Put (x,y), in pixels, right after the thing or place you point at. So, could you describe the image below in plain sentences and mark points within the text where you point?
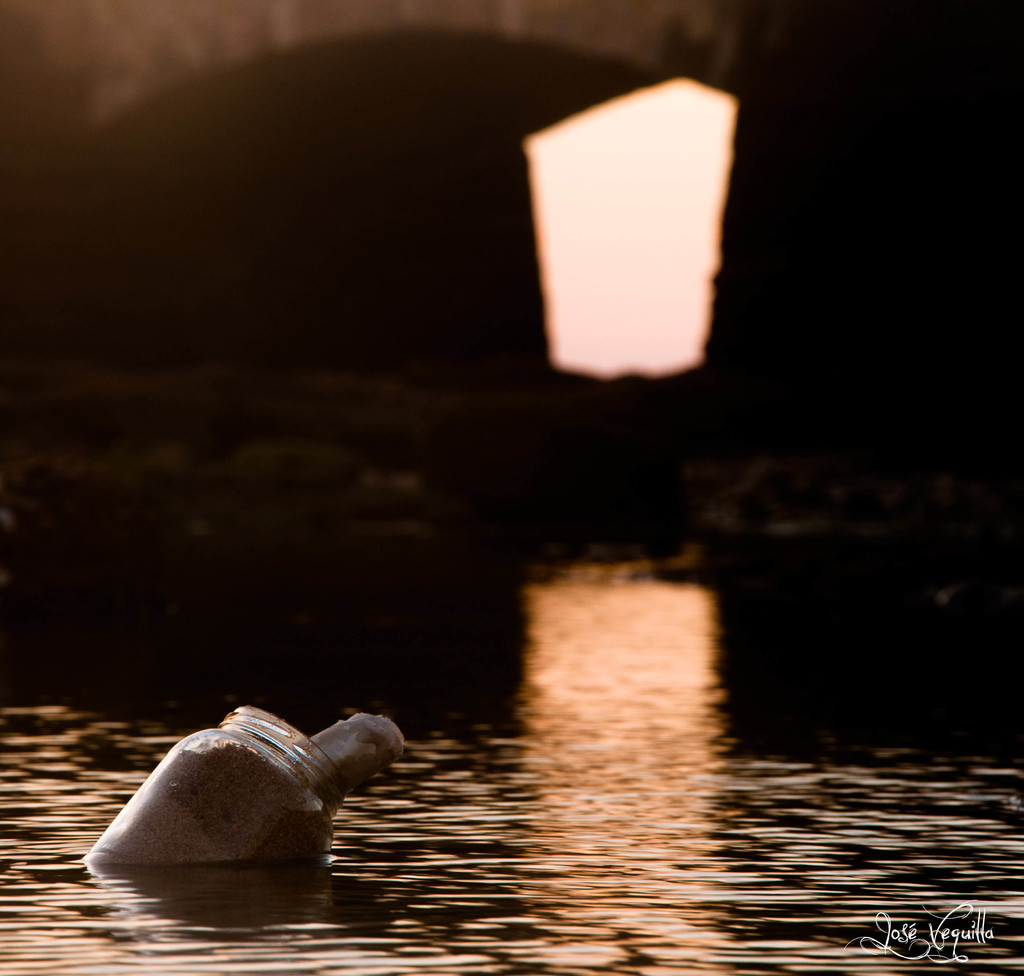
This image consists of water (237,873) in which there is a jar (235,804) floating. In the background (304,123), there is a bridge (534,258).
